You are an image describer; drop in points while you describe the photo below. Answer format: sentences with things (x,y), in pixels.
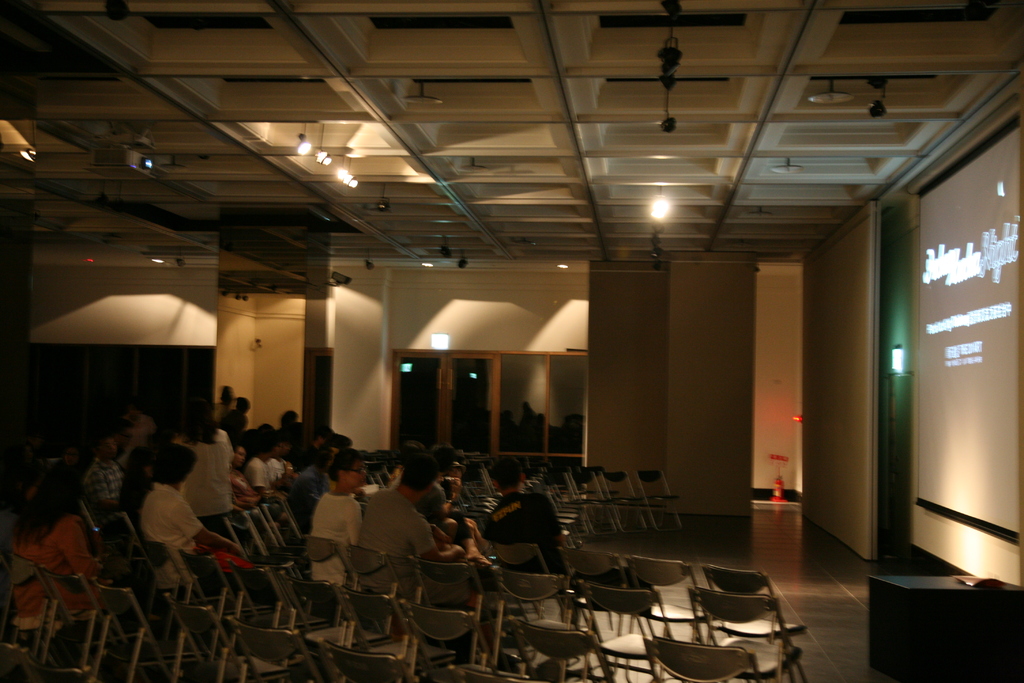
In this image I can see the group of people (431,532) sitting on the chairs (447,578) and these people (462,552) are in front of the screen (941,342).
